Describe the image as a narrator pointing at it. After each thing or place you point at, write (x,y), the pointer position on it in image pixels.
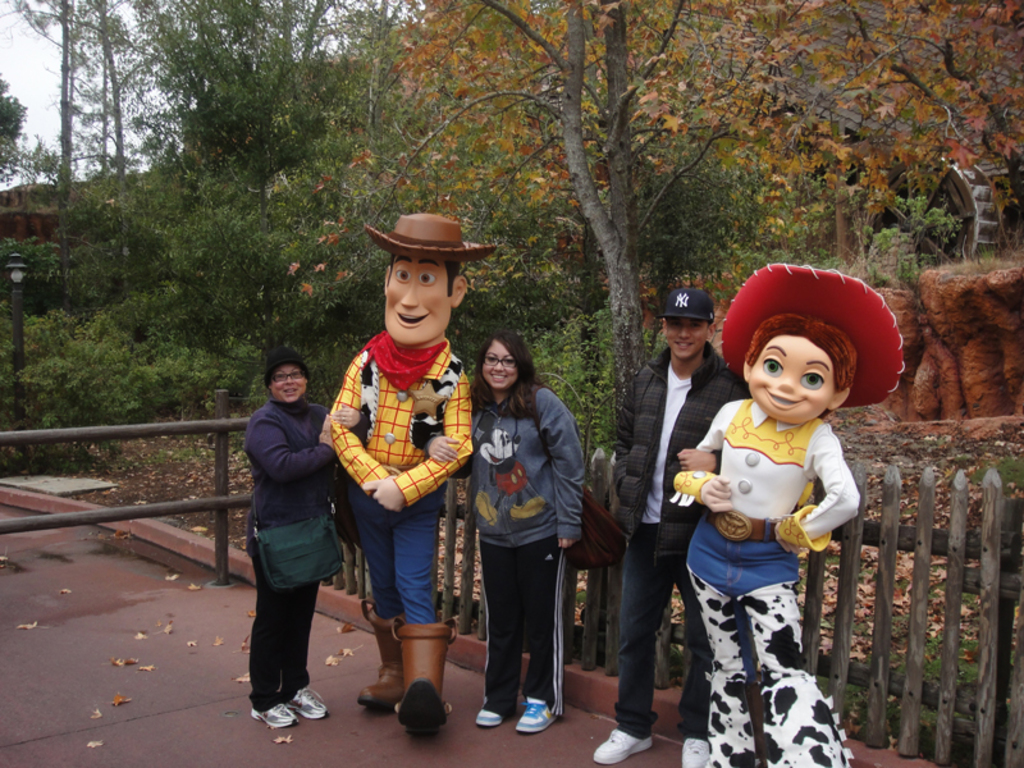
In this image I can see few people (528,709) are standing and I can see smile on their faces (282,382). I can also see two of them are wearing specs (490,360) and two of them are wearing caps (703,308). In the background (272,242) I can see the number of trees (456,132) and here I can see depiction of two persons (412,446).
